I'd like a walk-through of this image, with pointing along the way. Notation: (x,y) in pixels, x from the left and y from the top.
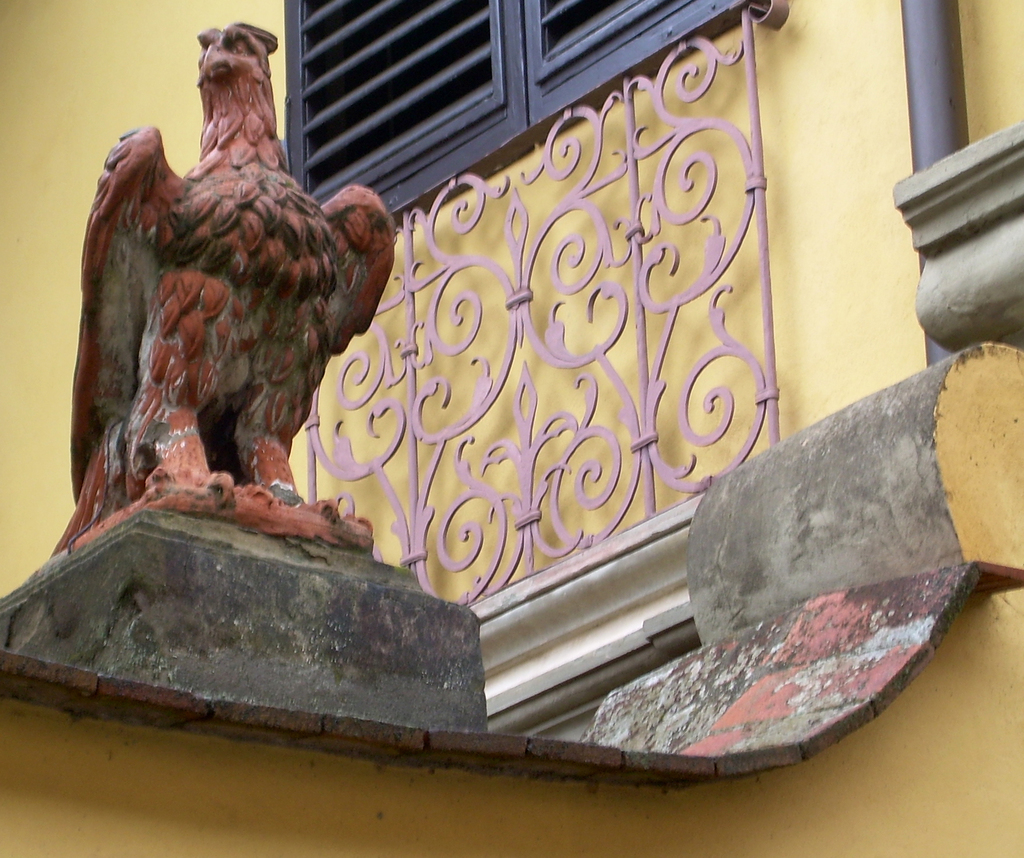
In this image I can see a statue of an eagle (210,368). Here I can see yellow color wall (854,308) which has a window (568,19) and some other objects (717,233) attached to it.
